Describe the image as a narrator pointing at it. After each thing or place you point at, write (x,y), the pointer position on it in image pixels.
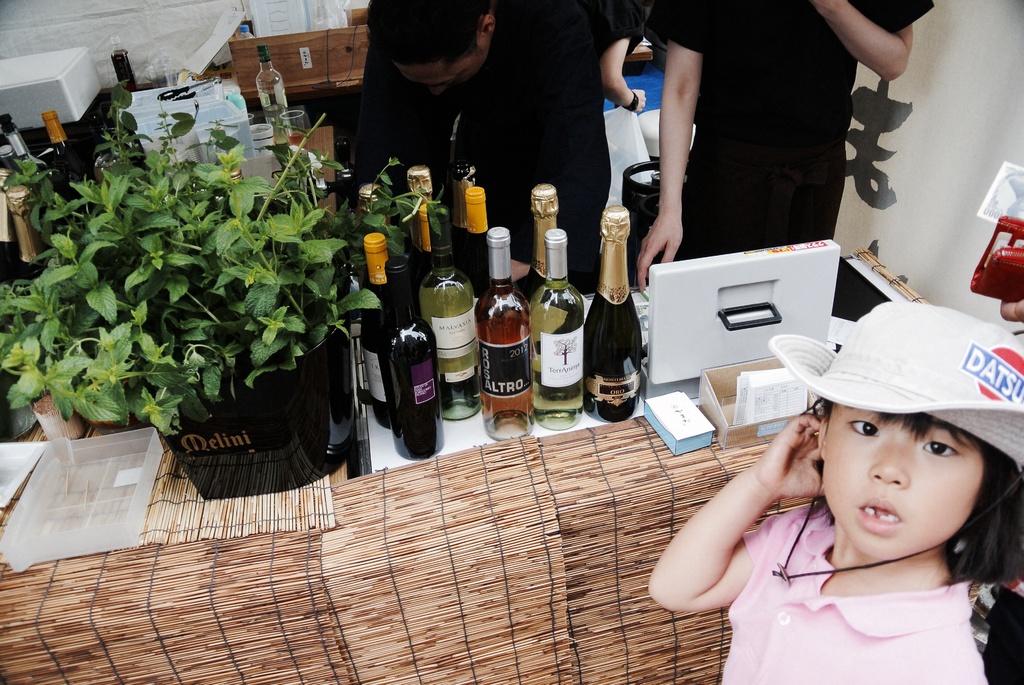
In the image we can see there is a girl (883,546) who is standing and wearing white colour cap (824,374) and on the table (640,335) there are wine bottles (377,275) and few people (555,114) are standing at the back (622,48).
